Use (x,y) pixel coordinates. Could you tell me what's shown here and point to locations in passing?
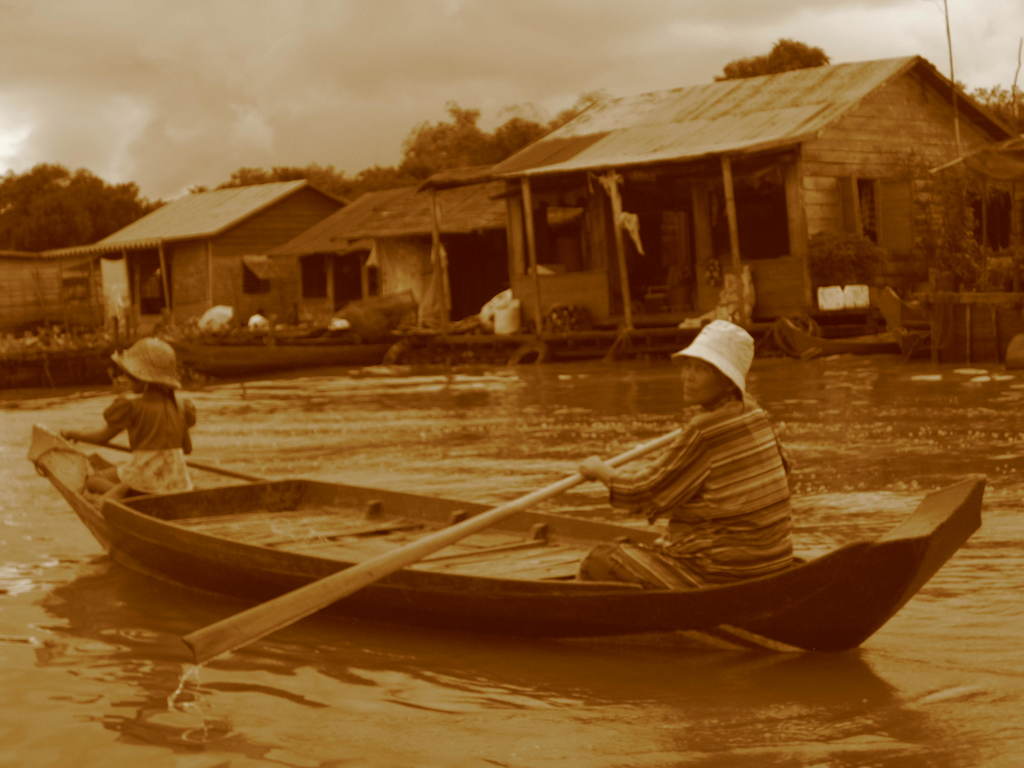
In this image we can see two persons (702,472) wearing caps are sitting on a boat (496,549). They are rowing the boat (301,482) with paddles (276,600). And the boat (273,581) is on the water (920,478). In the back (262,244) there are houses (270,267). In the background (463,152) there are trees (17,195) and sky (301,76).
